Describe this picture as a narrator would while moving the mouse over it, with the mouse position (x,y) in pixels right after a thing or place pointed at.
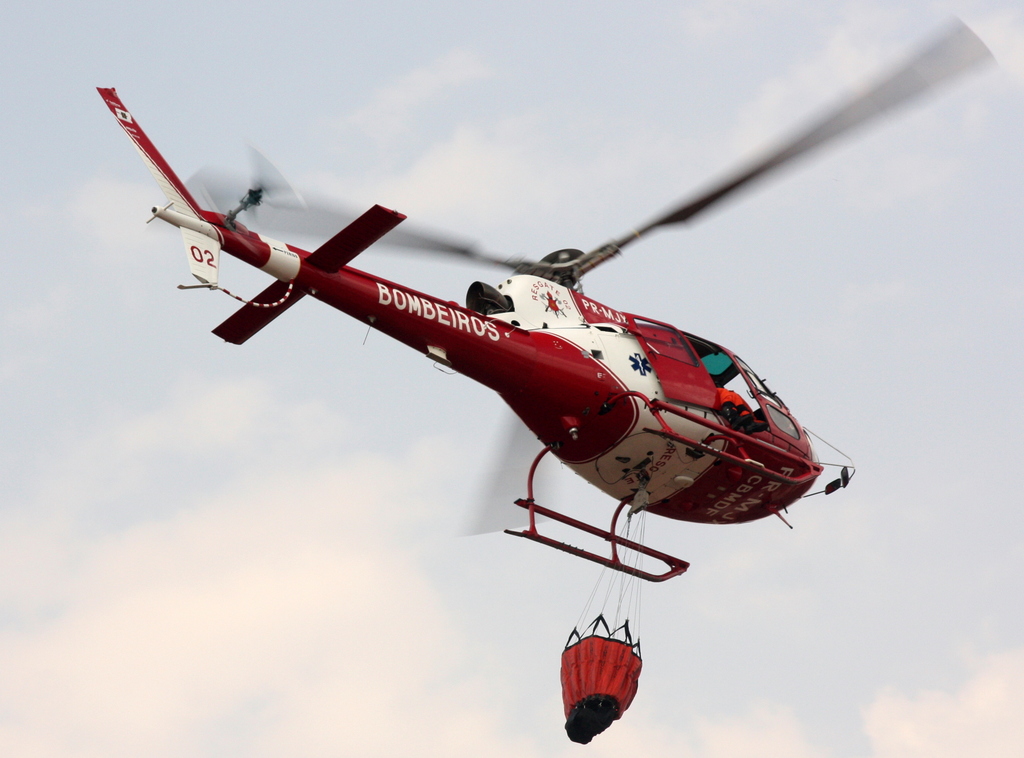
In the center of the picture (585,390) there is a helicopter (524,343) flying. Sky (370,374) is cloudy.
